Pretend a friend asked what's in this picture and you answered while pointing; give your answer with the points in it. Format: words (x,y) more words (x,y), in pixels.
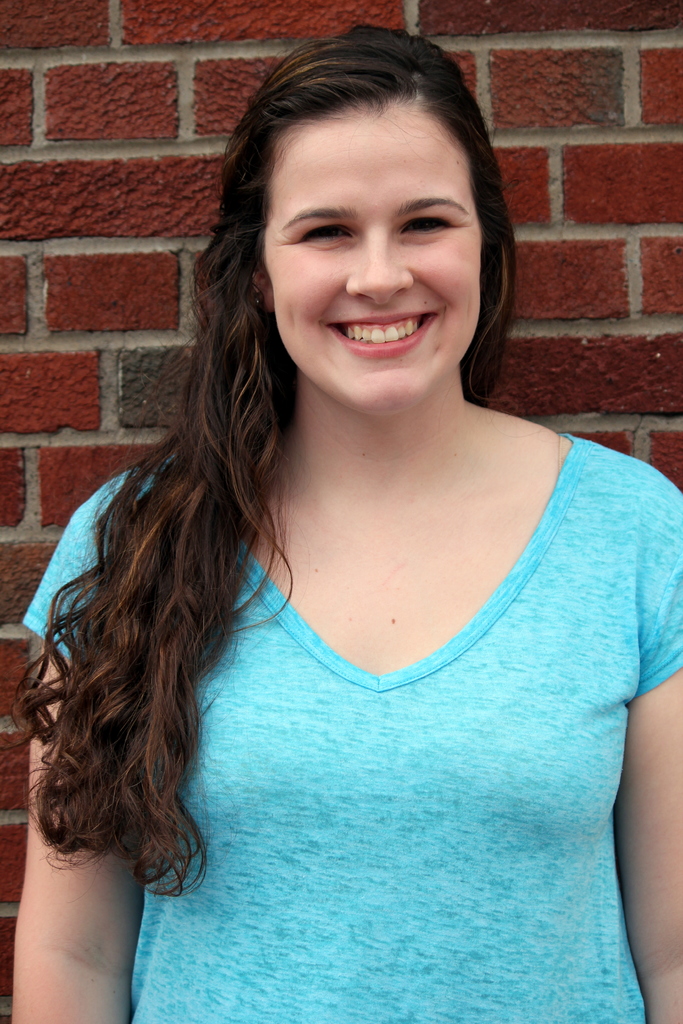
This is the woman (367,582) standing and smiling. She wore a blue T-shirt (409,723). This is a wall (125,180) with the brick texture (125,63).
